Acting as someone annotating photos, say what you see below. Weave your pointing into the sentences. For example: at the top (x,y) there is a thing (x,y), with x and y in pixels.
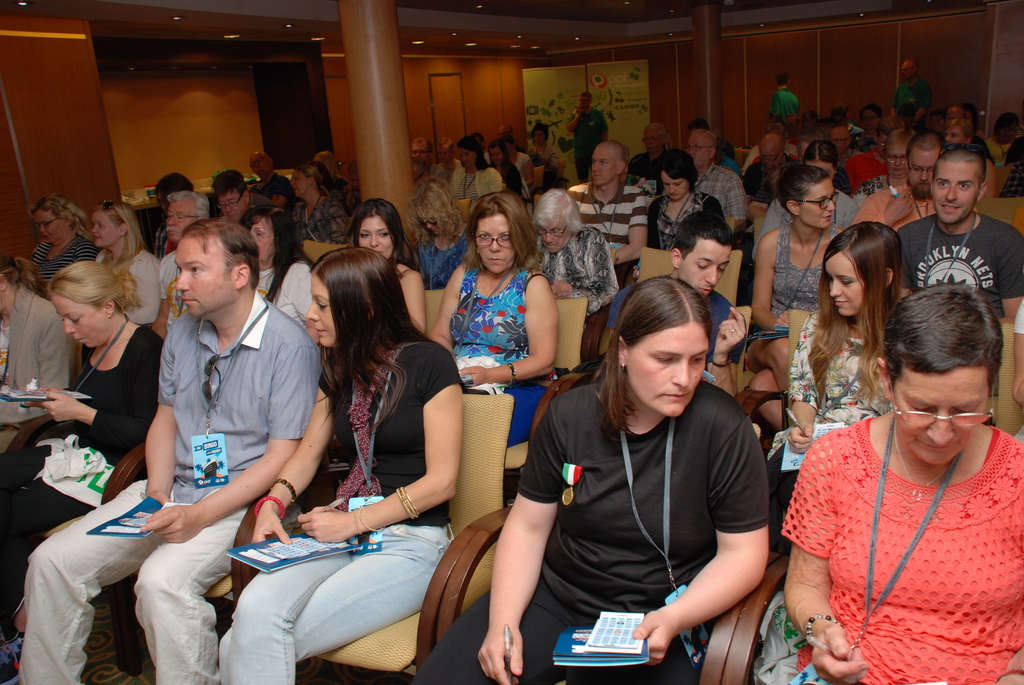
In this image I can see number of persons (649,284) are sitting on chairs (437,294) which are brown in color. I can see they are holding books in their hands (353,529). In the background (588,48) I can see few persons (600,126) standing, few pillars (719,122), the ceiling (580,30), few lights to the ceiling (489,42) and a banner (604,104).
